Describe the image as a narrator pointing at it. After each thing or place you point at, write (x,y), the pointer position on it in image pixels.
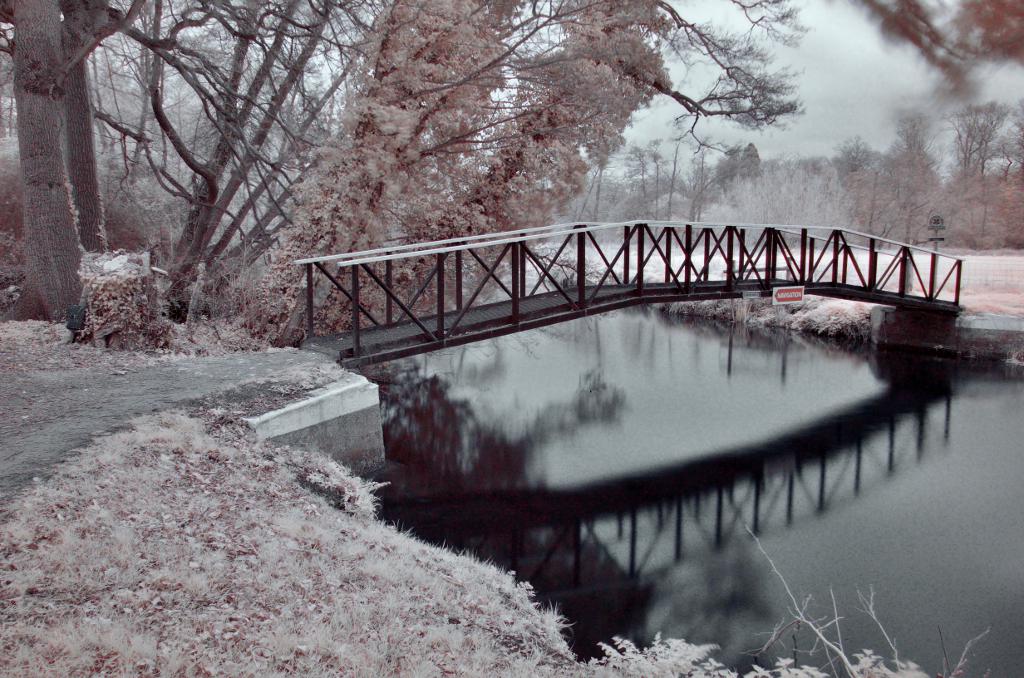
In the picture we can see a canal (1002,551) around it we can see a path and on the canal (420,473) we can see a bridge path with railing (677,235) and beside we can see some trees (177,282) and in the background (761,202) also we can see trees (791,199) and sky (774,131).
